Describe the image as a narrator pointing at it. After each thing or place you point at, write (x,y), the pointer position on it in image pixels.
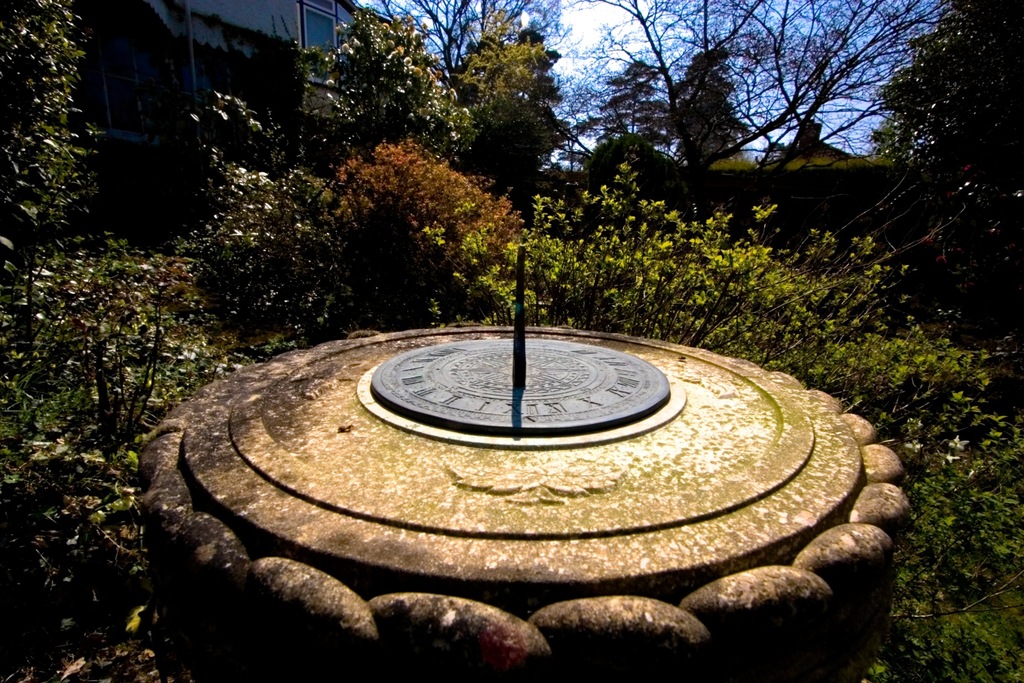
In the center of the image (464,415) we can see a sundial (522,387). In the background of the image (379,236) we can see some plants (726,235), trees (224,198) are there. At the top of the image (544,33) we can see sky (581,30), house (276,19), window (331,25) are there. At the bottom of the image (996,675) ground (13,629) is there.
